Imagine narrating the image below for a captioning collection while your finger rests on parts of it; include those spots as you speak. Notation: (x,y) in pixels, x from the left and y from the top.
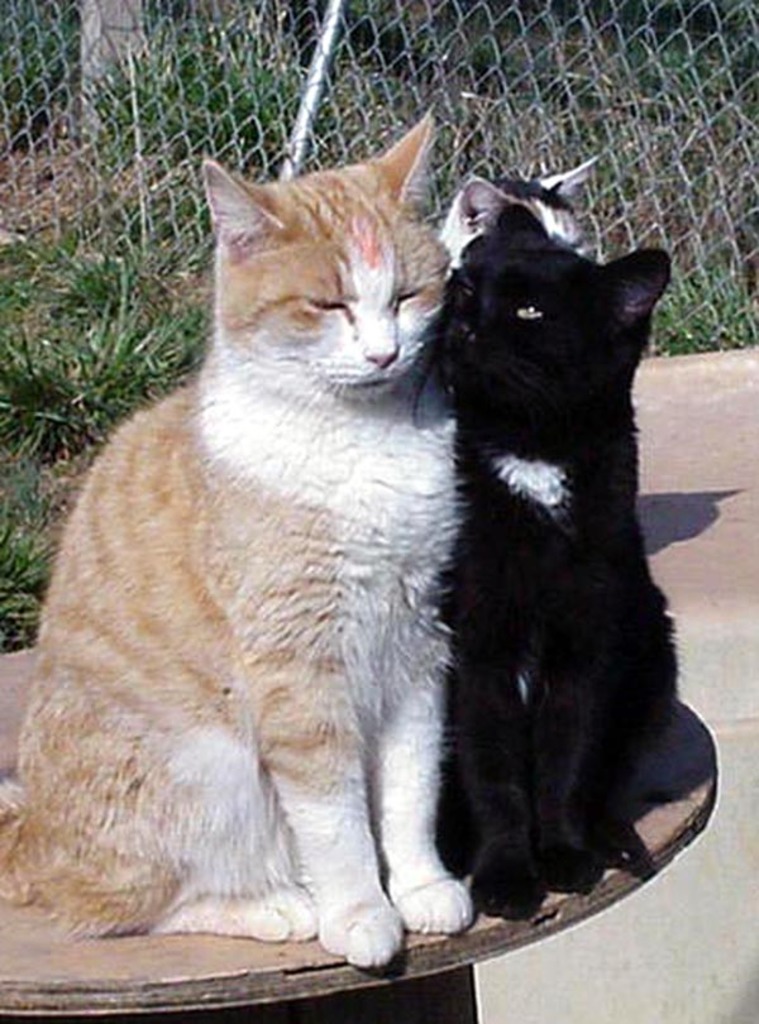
In this picture there are three cats (469,476) sitting on the table (291,969). At the back (549,109) there is a fence (542,112) and there are plants (160,54) behind the fence (160,54). At the bottom (728,808) there is a floor (712,598).
